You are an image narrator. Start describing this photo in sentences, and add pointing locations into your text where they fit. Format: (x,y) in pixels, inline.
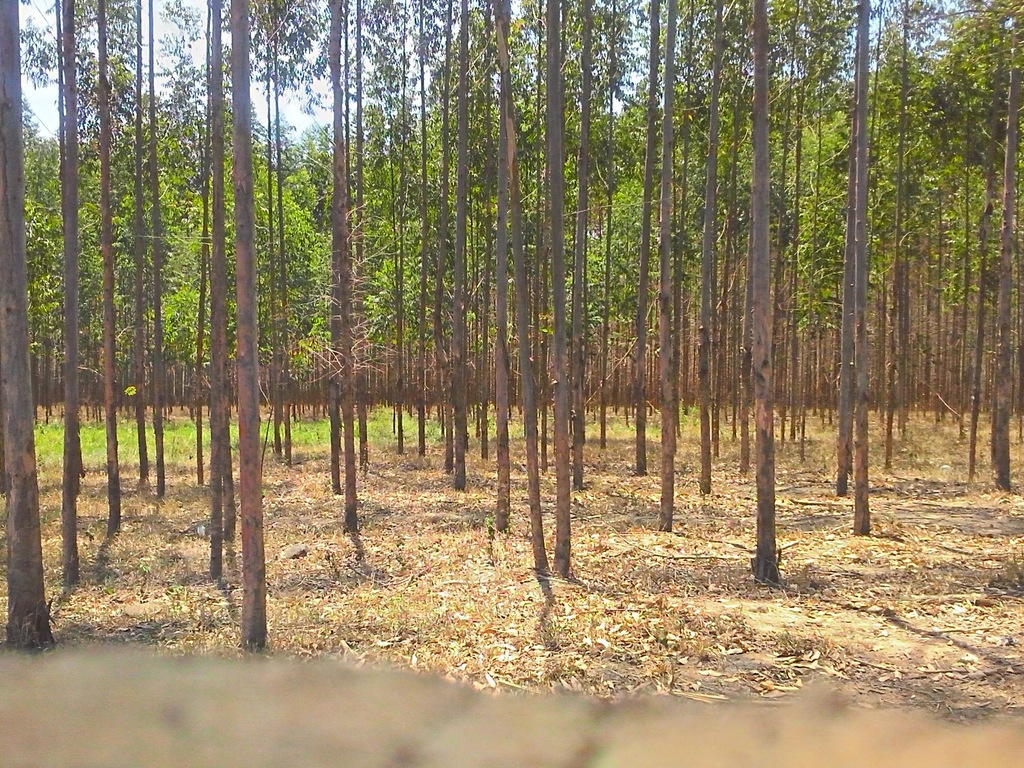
In this image there are many trees (679,257). In the foreground (437,542) there are dried leaves (407,581) on the ground (497,603). In the background (414,424) there's grass (315,419) on the ground (386,419). At the top (398,58) there is the sky (227,36).
